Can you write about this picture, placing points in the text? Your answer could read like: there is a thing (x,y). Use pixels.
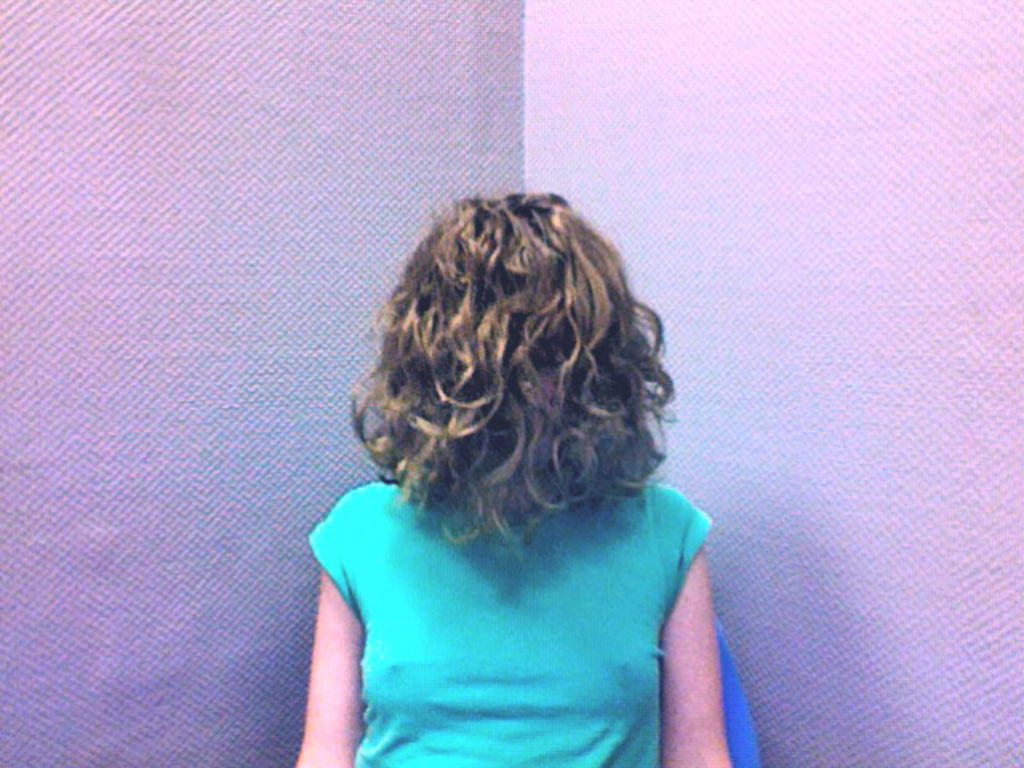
In this image I can see a person (542,627) wearing a green color t-shirt (595,593) and background (946,48) is purple.
